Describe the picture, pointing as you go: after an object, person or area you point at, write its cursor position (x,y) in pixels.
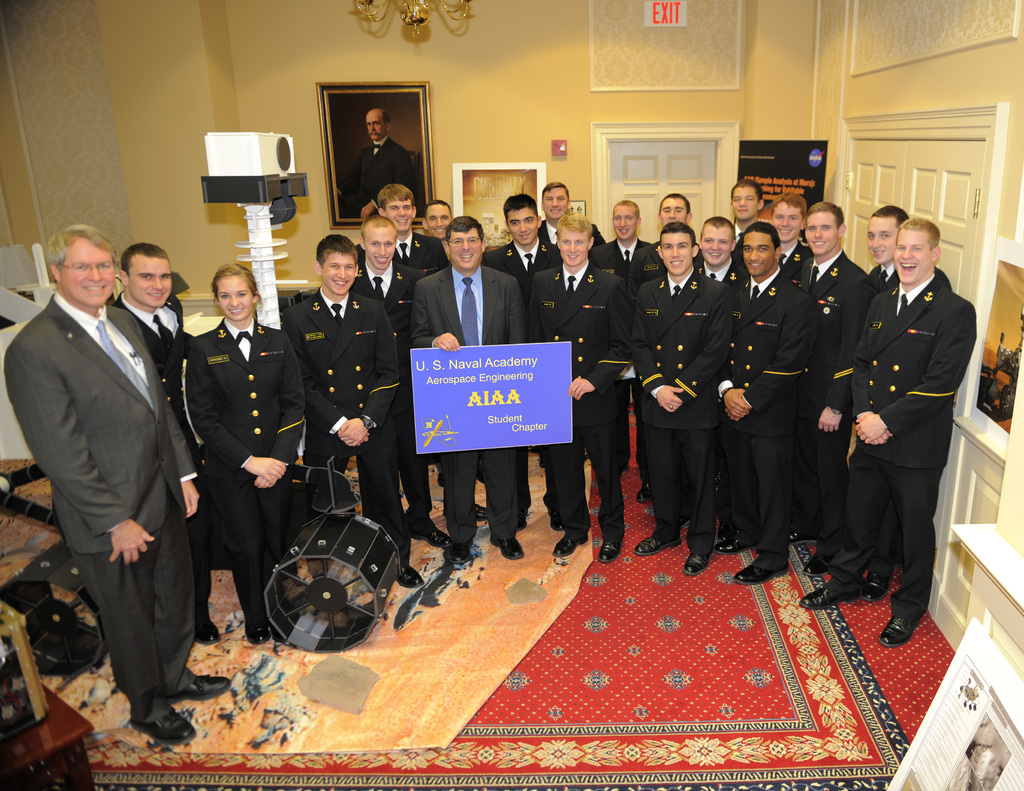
This picture shows a group photo and we see all the people (94,296) standing with a smile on their faces (81,299) and we see couple of them (576,366) holding a board (538,444) with their hands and we see couple of photo frames (404,181) on the wall (261,75) and we see a sign board (680,21) on the door (689,139) to the wall (708,90) and we see carpet (767,739) on the floor (486,723) and we see couple of them (452,266) wore spectacles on their faces (79,282).
